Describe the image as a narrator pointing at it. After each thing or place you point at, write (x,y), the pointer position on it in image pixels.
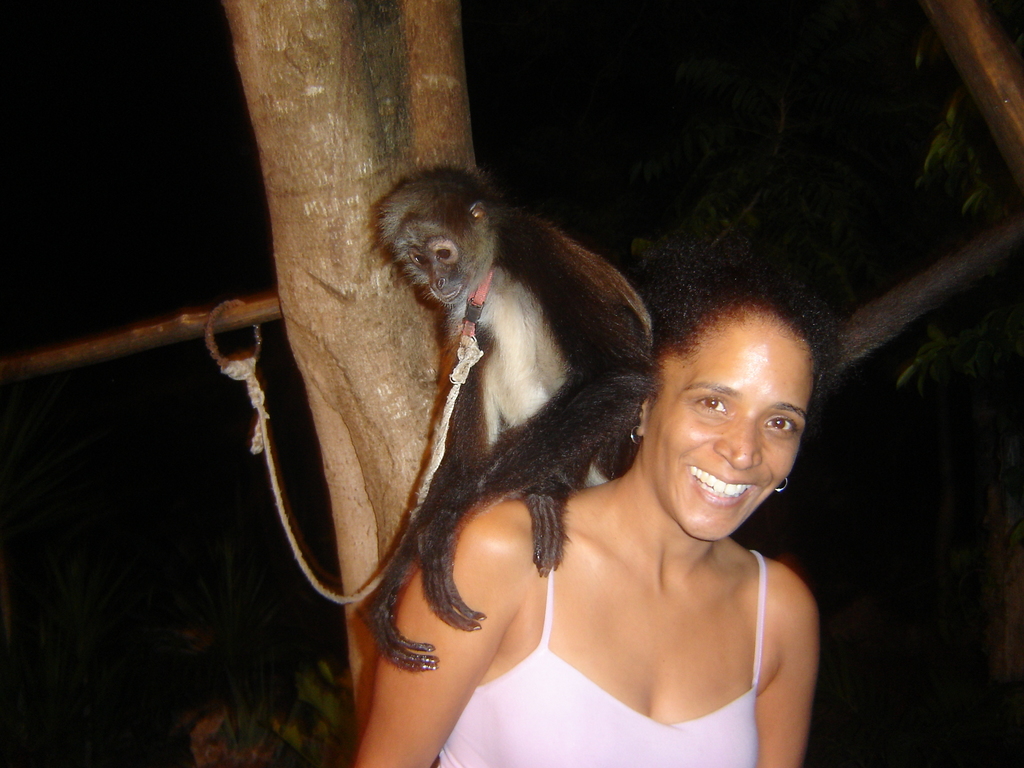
In this picture we can see a woman (764,615) who is smiling. And we can see a monkey (483,440) on her shoulder (497,534).
